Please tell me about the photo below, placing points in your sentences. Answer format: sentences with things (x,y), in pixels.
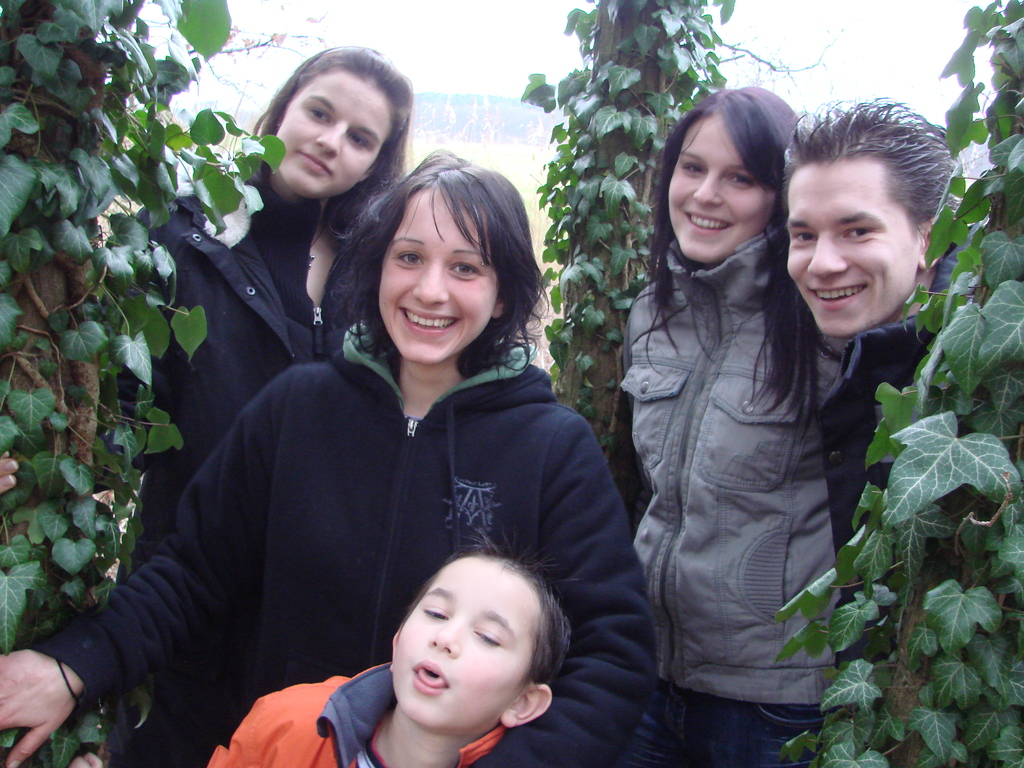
In this image there are people (582,528). In the background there are trees (612,372).
